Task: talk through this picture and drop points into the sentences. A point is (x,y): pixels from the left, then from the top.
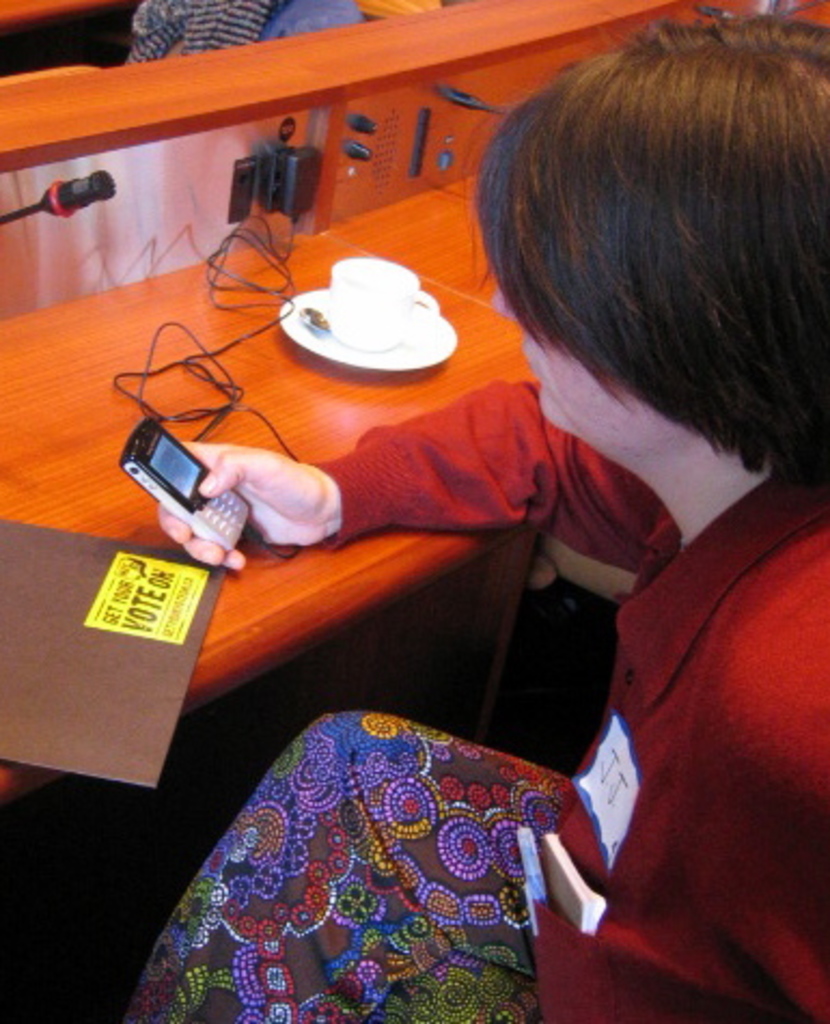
In the picture we can see a person (756,958) sitting on the chair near the desk (48,473), to the desk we can see a wooden plank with a switchboard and charger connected to it and a person (730,241) is holding a mobile phone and on the desk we can also see some file (82,643) which is brown in color.
